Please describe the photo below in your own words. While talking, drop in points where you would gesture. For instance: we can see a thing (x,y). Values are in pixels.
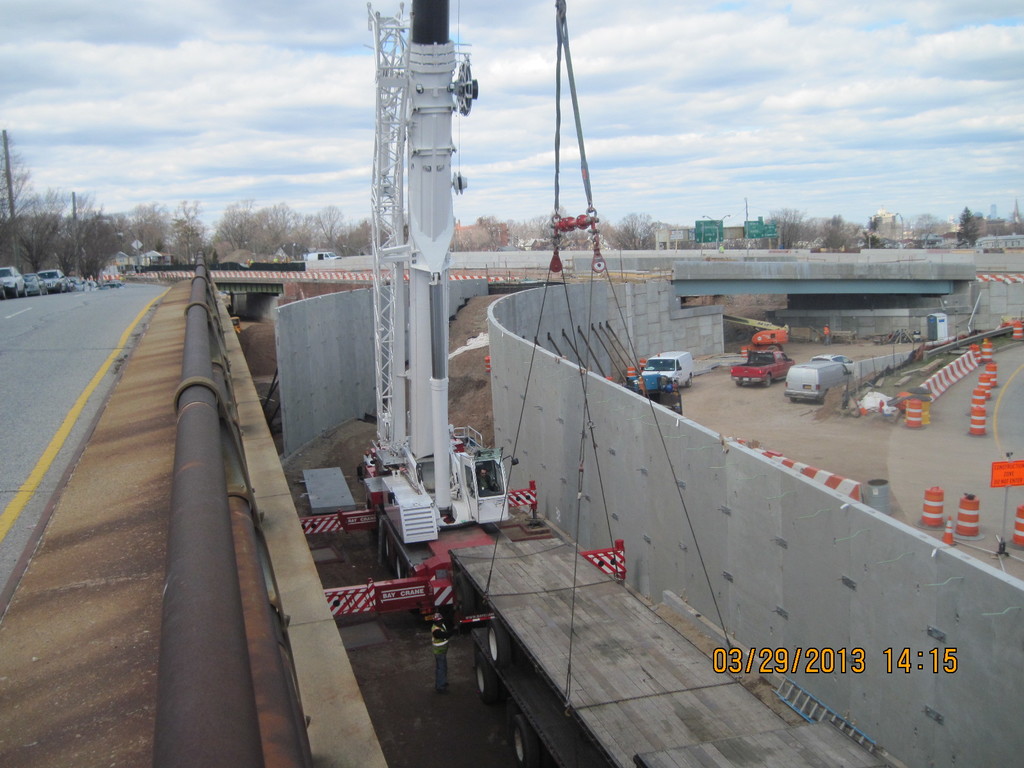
There is a fly over (82,336) on which, there are vehicles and a pipe (192,430) which is attached to the fly over (65,358). On the right side (897,655), there is watermark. In the background (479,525), there is a machine (430,184) which is on the other vehicle (449,527) near a lorry (481,668) which is on the road (467,703). Beside this lorry (551,601), there is a cement wall (606,431), there are vehicles (666,394) on the road (867,419), there are barricades (941,390), there are trees (245,228), buildings (935,236) and there are clouds (699,81) in the blue sky (685,107).
